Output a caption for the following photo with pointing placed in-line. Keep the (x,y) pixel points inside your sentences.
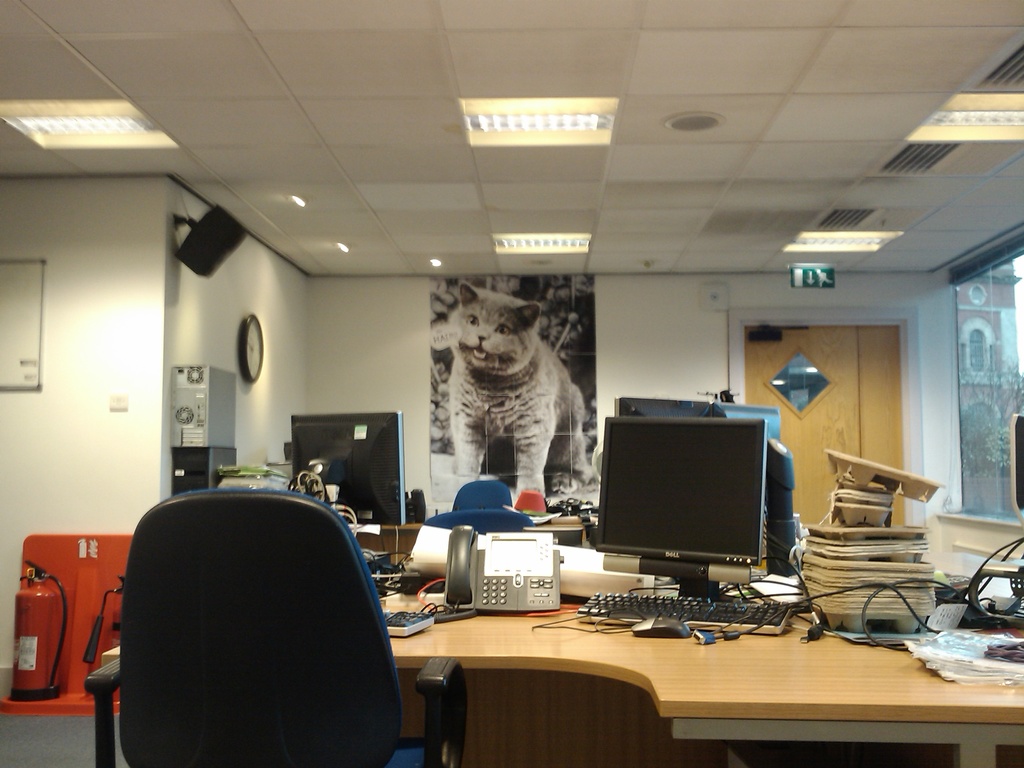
This image is clicked inside a room (367,392). In the foreground (625,638) there is a table (528,635). On the table (526,620) there are monitors (611,502), keyboards (697,603), mouses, a telephone (534,601), papers (968,640), cardboard pieces (848,584) and cable wires (836,591). There are chairs (480,500) near the table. Behind the table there is a wall (630,379). There is a picture frame (480,343) of a cat (531,378) on the wall (646,358). Beside to it there is a clock (244,360) on the wall (273,343). To the right (982,401) there is a glass window (976,420). Beside the window (977,387) there is a door (849,378). To the left (29,598) there are cylinders (55,610). At the top (420,59) there is a ceiling (399,81). There are lights (569,134) to the ceiling (595,189).
